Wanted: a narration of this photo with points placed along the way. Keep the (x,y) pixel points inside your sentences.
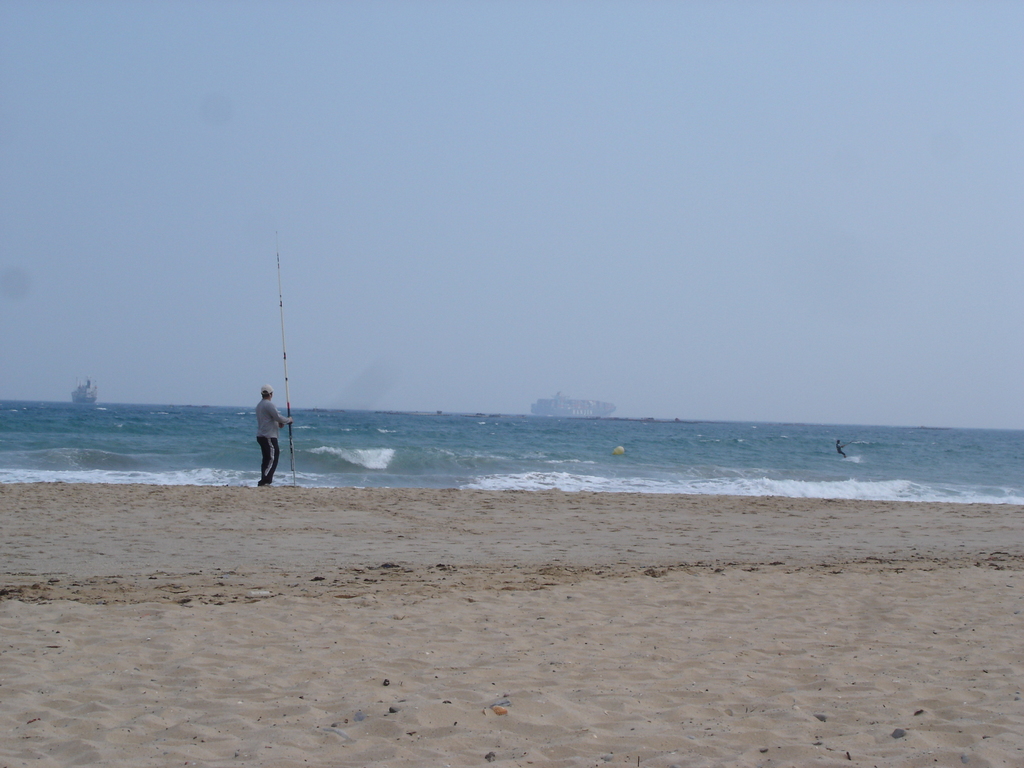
This image is taken at the beach (344,497). In this image we can see a person (261,417) wearing the cap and holding the stick (287,377) and standing. We can see the water (609,423), sand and also the sky (82,368). We can also see the ship (77,397).
